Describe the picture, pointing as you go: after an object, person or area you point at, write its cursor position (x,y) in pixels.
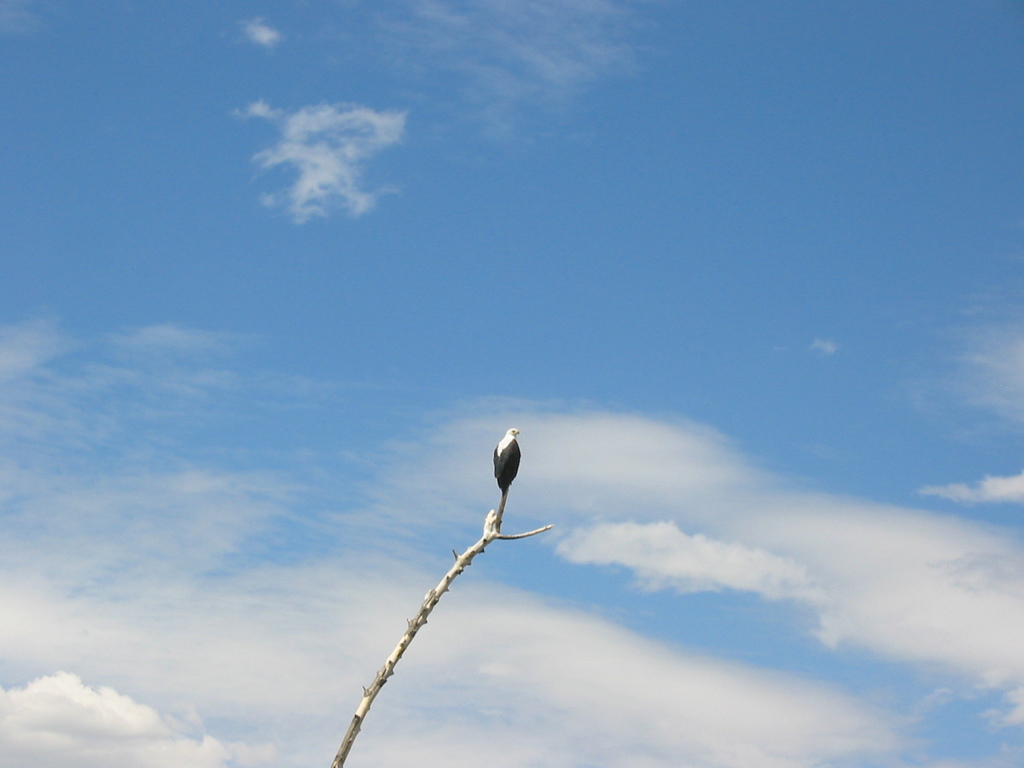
In the given picture, We can see a sky (408,104) and also a stem (491,535) and top of the stem (495,540), We can watch a animal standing on it.
